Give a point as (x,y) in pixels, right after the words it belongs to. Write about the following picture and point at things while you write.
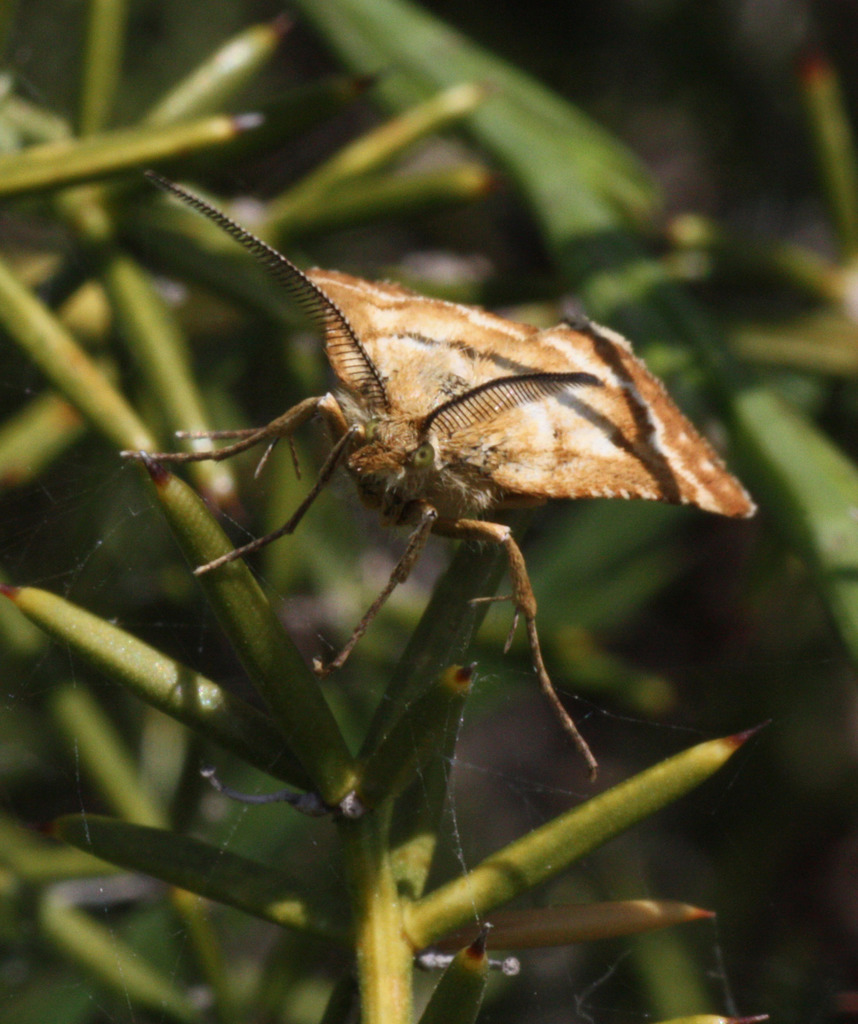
In the foreground of this image (425,435), there is an insect (474,430) on a plant (391,766) and in the background (27,278), there is a plant (508,157).
